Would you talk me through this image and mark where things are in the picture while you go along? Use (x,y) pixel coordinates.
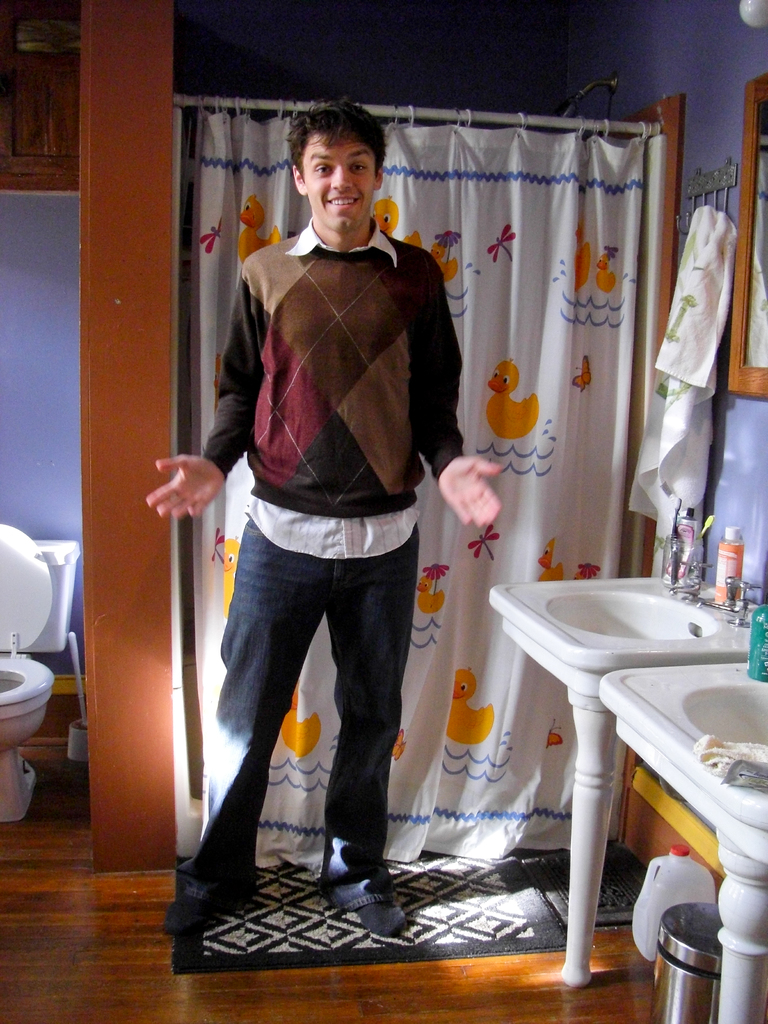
This picture is taken inside the room (350,1013). In this image, in the middle (353,666), we can see a man (343,236) standing on the mat (509,933). On the right side (651,639), we can see two wash basins (572,607), on the wash basins (571,604), we can see the bottles (721,587) and brushes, under the wash basin (741,931), we can see two jars (706,934). On the right side (738,347), we can also see frame (745,381) which is attached to a wall (727,416) and a cloth (704,214). On the left side (9,768), we can see a toilet (27,718). In the background (267,133), we can see a curtain (564,489).
